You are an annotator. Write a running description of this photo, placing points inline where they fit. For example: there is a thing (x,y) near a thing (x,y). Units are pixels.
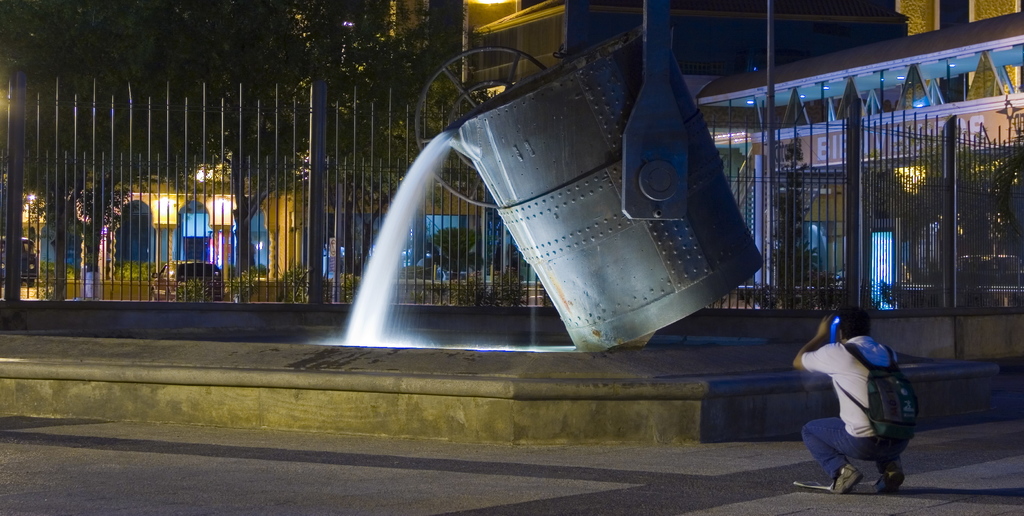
In this picture at front (632,305) there is a fountain (637,190) and person (847,420) is capturing the picture. At the back side (255,160) there are trees (286,110), buildings (833,107).
